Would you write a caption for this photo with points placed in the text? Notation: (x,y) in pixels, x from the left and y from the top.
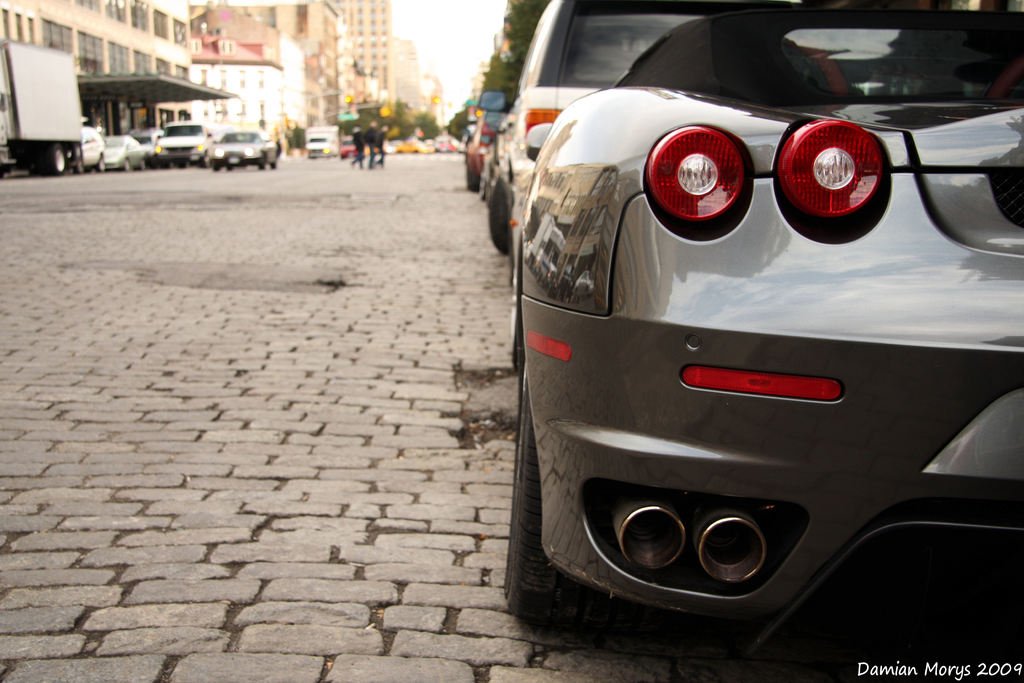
In this image I can see the road (266,261). On the road (238,312) I can see many vehicles (184,163) with different colors and few people (360,156). In the background (379,58) there are many buildings (147,94), trees (349,123) and the sky (415,19).
